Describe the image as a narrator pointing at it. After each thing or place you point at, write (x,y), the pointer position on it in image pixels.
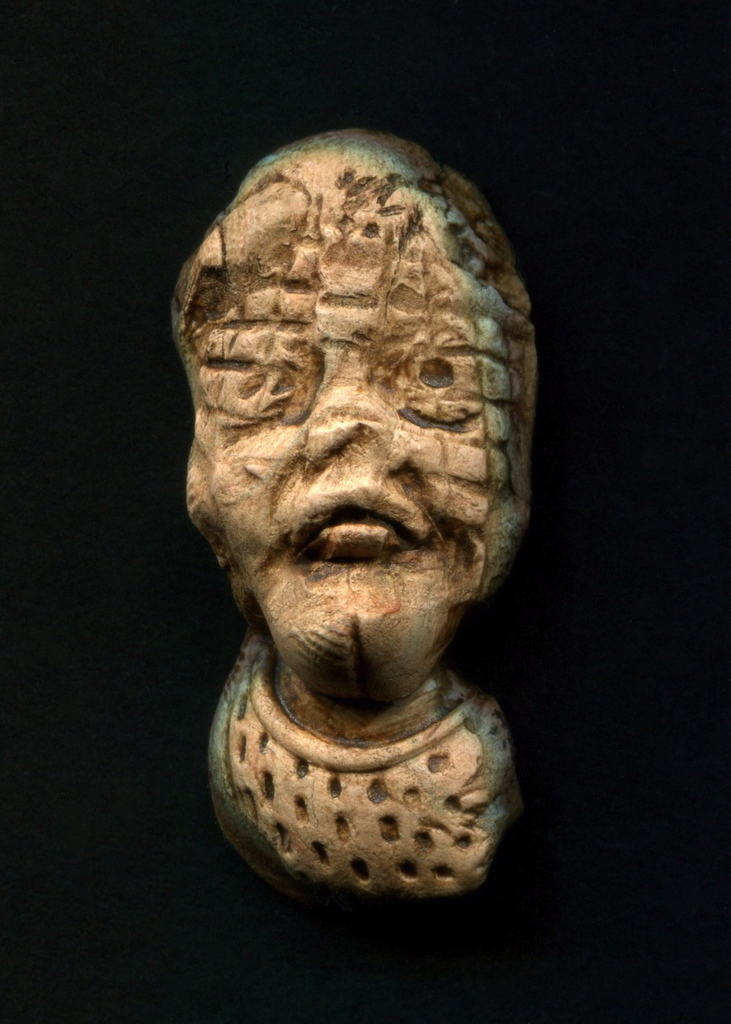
In this image we can see a sculpture (367,624) made with stone (446,728).
